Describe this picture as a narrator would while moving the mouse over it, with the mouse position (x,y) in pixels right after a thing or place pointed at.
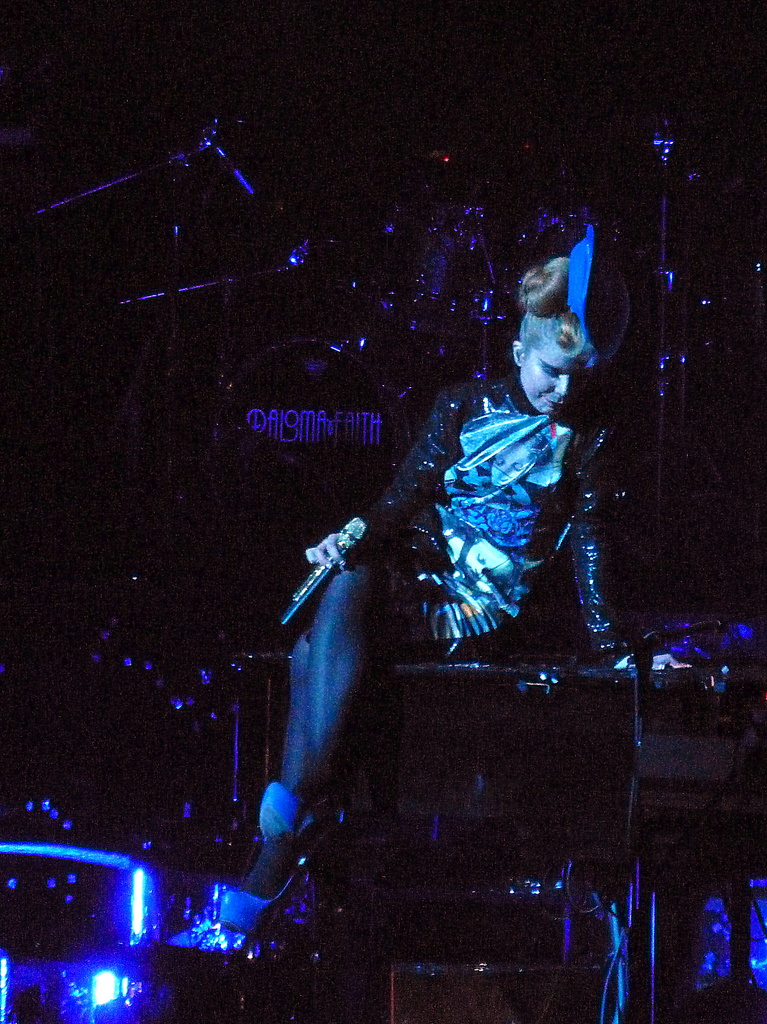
In this image we can see a lady person (388,575) holding microphone (308,583) sitting on something and we can see drums (261,395), some musical instruments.
